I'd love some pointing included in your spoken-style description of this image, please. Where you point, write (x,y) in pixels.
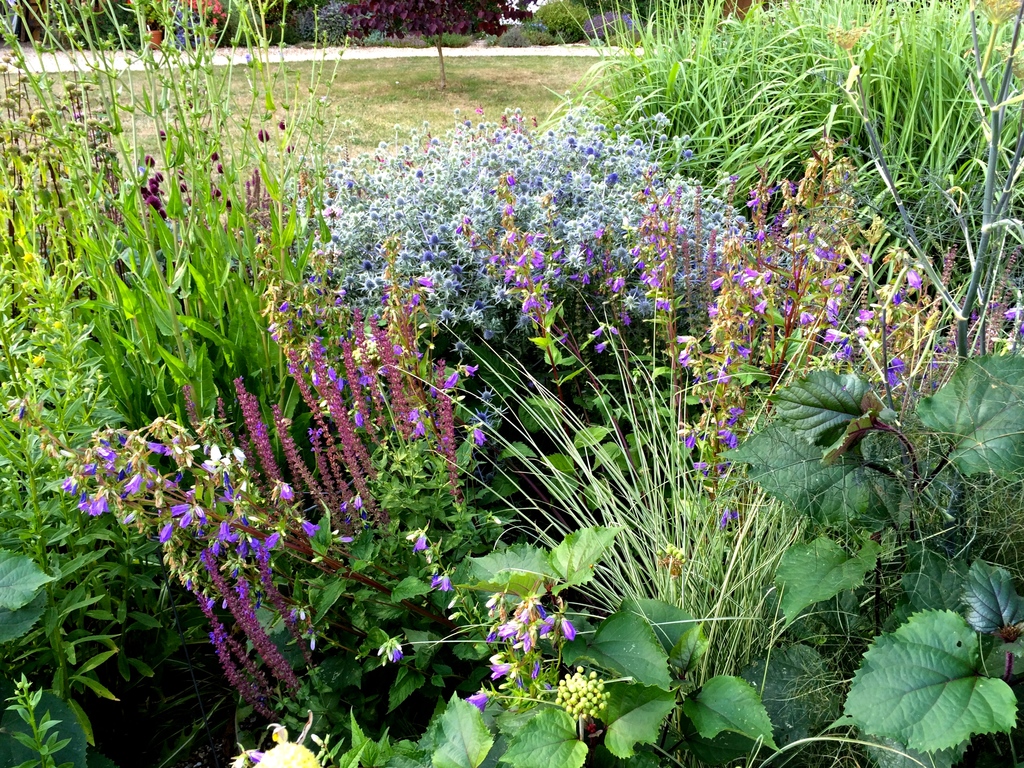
It is a zoom in picture of many plants (619,450) and also grass (810,48). In the background (440,30) we can also see some trees (460,17).
